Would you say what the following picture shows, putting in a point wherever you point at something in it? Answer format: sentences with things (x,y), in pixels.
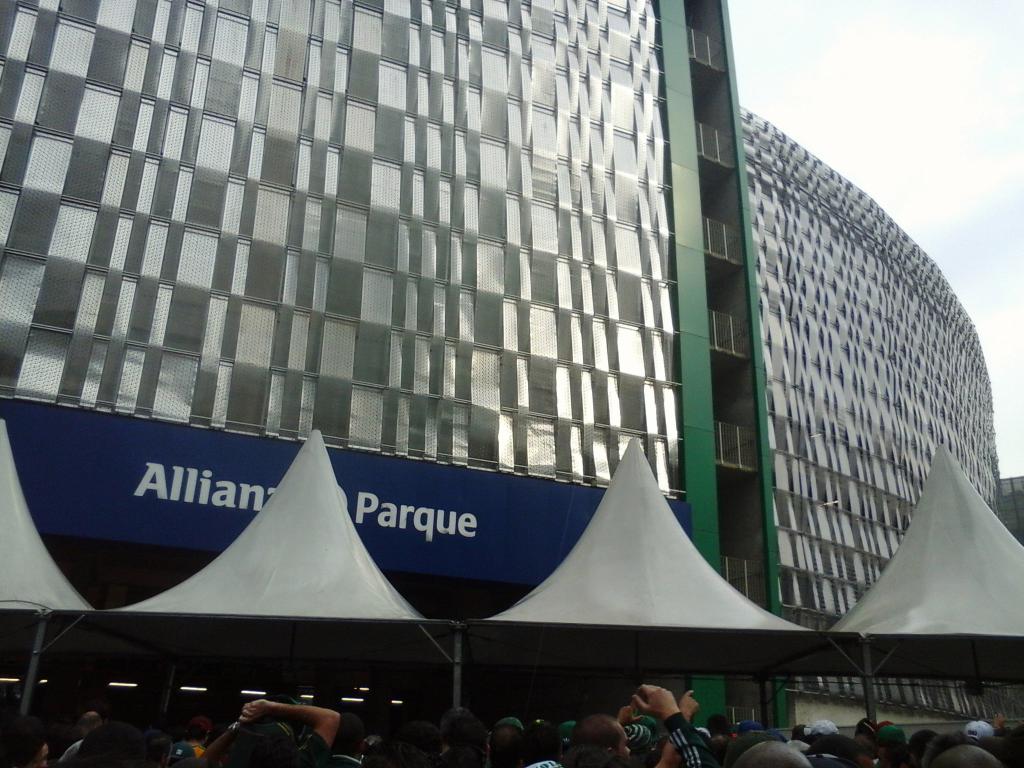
There are people (591,748) standing, there is a building (746,273) and a sky (898,41).
